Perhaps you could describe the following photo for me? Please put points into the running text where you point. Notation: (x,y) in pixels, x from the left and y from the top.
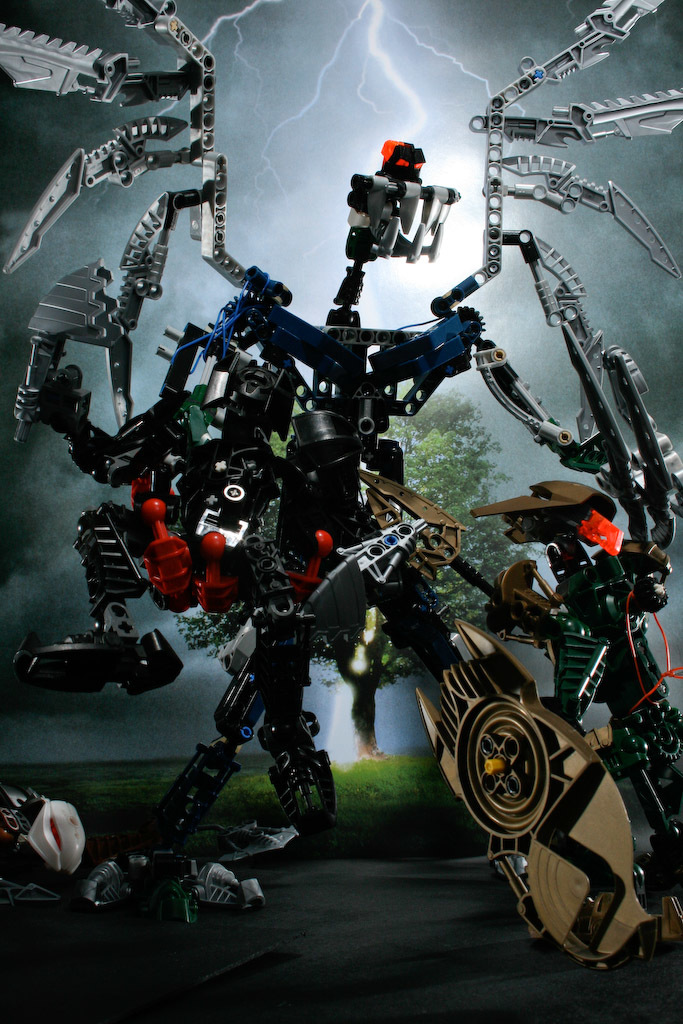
In the middle of this image (353,464), there is a robot (326,761) on the road (454,907). In the background (272,785), there is grass (405,780) and a tree (370,623) on the ground (418,796) and there are clouds (605,286), a moon (454,172) and a thunder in the sky (459,273).
